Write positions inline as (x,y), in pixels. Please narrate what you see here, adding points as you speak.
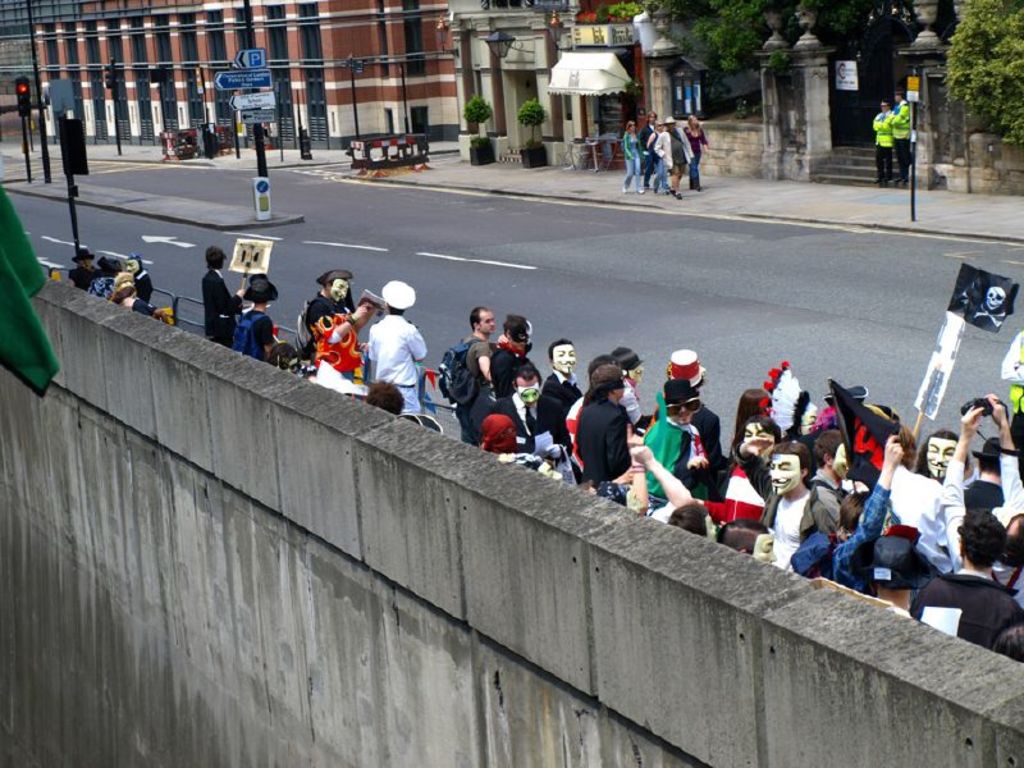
In this image we can see a group of people (555,396) and a wall (356,431). Behind the persons (561,377) there are few buildings (428,6), trees (968,72) and house plants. There is a pole (262,129) with sign boards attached to it. In the top left (113,83), we can see the traffic signal pole (68,161).
